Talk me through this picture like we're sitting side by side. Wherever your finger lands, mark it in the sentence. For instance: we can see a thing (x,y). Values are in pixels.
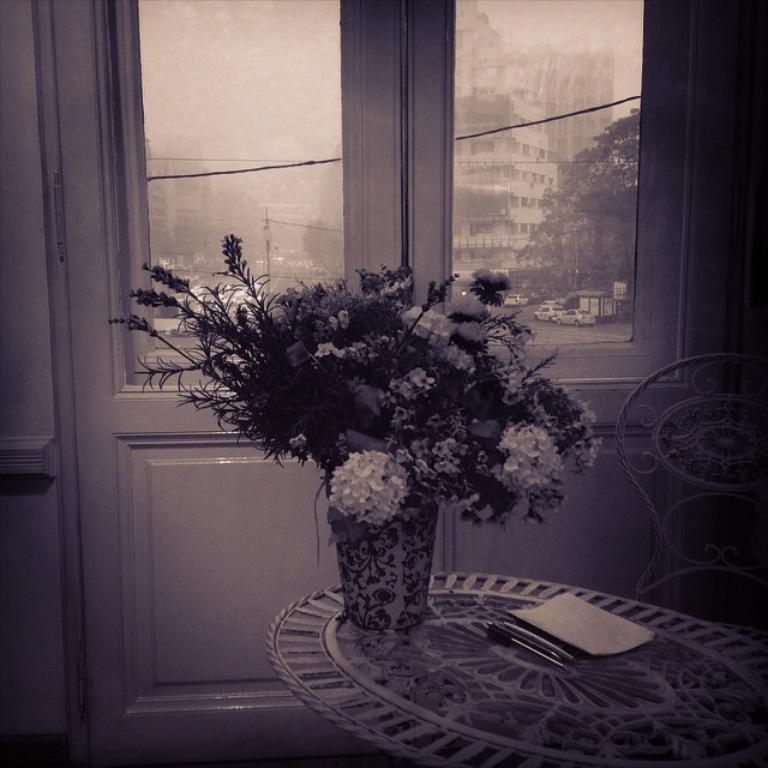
In this image I can see the flower vase (350,437), paper (538,608) and the pens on the table (468,704). To the side I can see the chair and the window (241,285). Through the window (239,295) I can see few vehicles (511,298), buildings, trees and the sky (225,94).
